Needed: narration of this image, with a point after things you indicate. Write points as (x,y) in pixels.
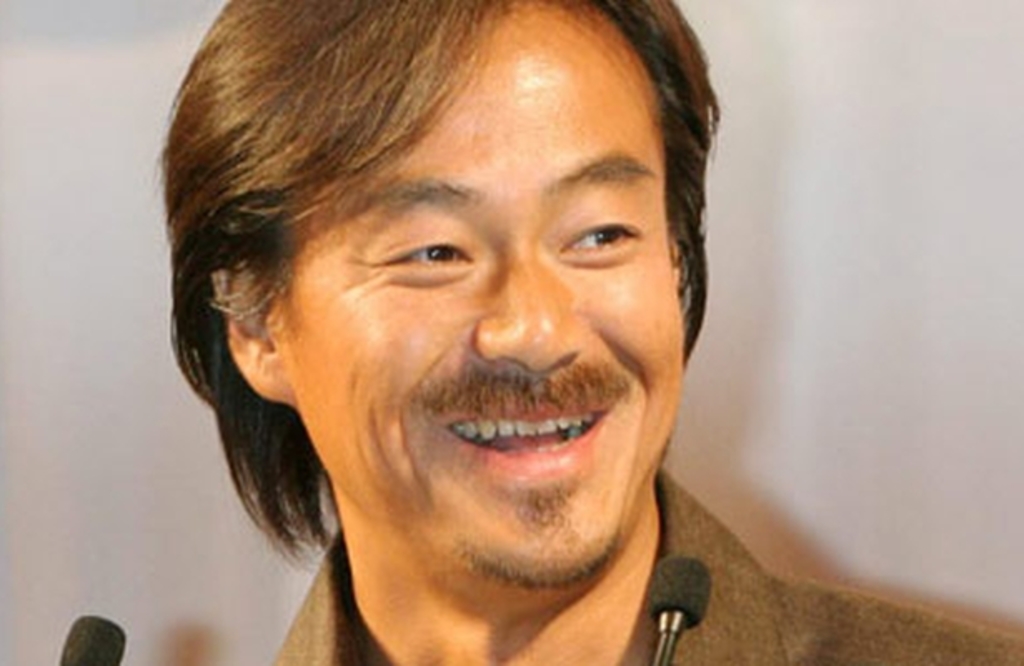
In this picture we can see a man (363,378) is smiling. In front of the man (519,491) there are microphones (111,656) and behind the man (373,464) there is the blurred background (96,29).
